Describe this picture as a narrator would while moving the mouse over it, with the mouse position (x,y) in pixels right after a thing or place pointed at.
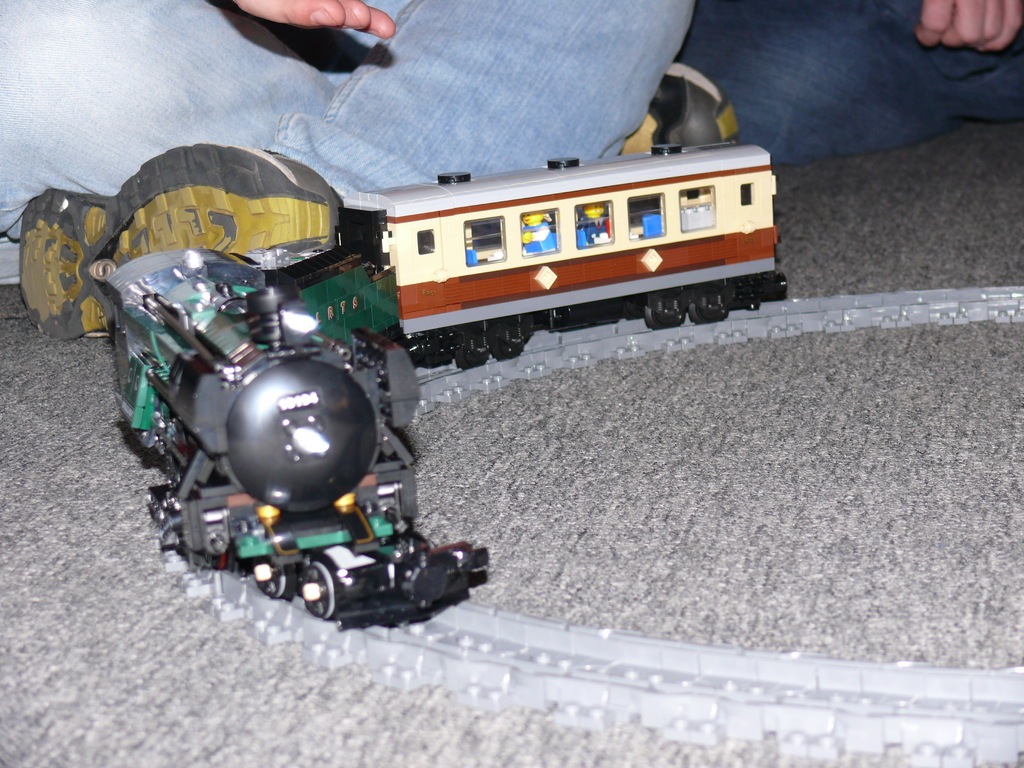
In this image I can see a train toy (436,185) and at the top (544,157) I can see person hand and leg (69,118).
